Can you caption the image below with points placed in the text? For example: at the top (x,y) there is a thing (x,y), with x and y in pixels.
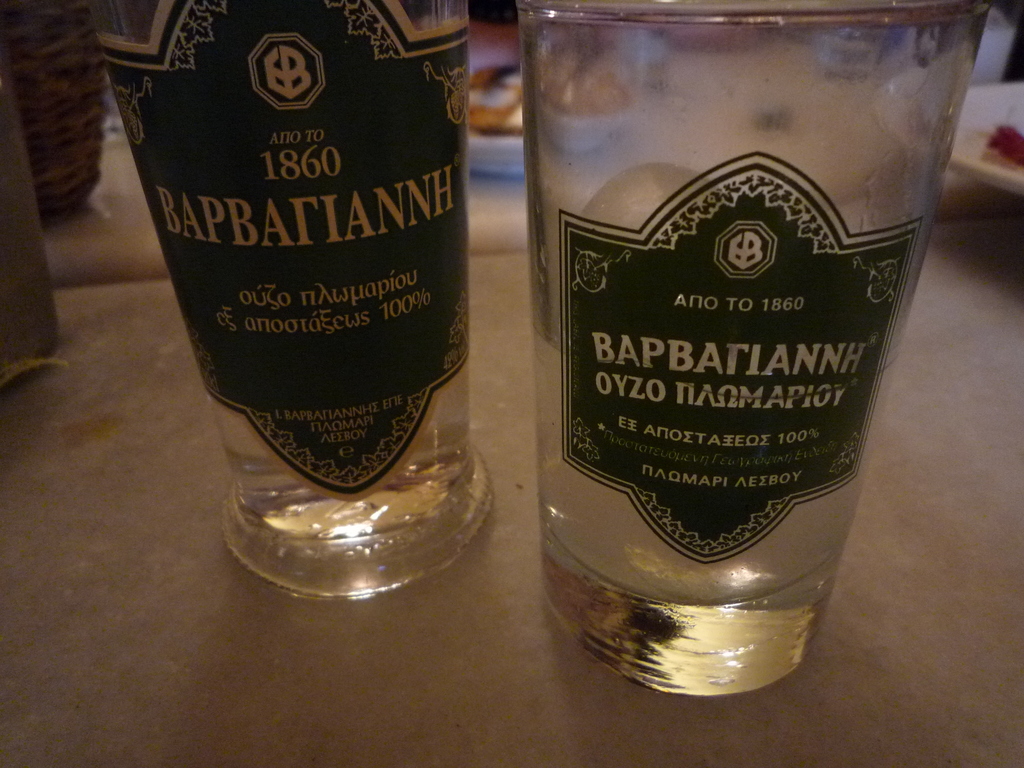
In this image we can see a bottle (368,319) with label (233,304) on it and glass (790,385) placed on the table (882,418).
